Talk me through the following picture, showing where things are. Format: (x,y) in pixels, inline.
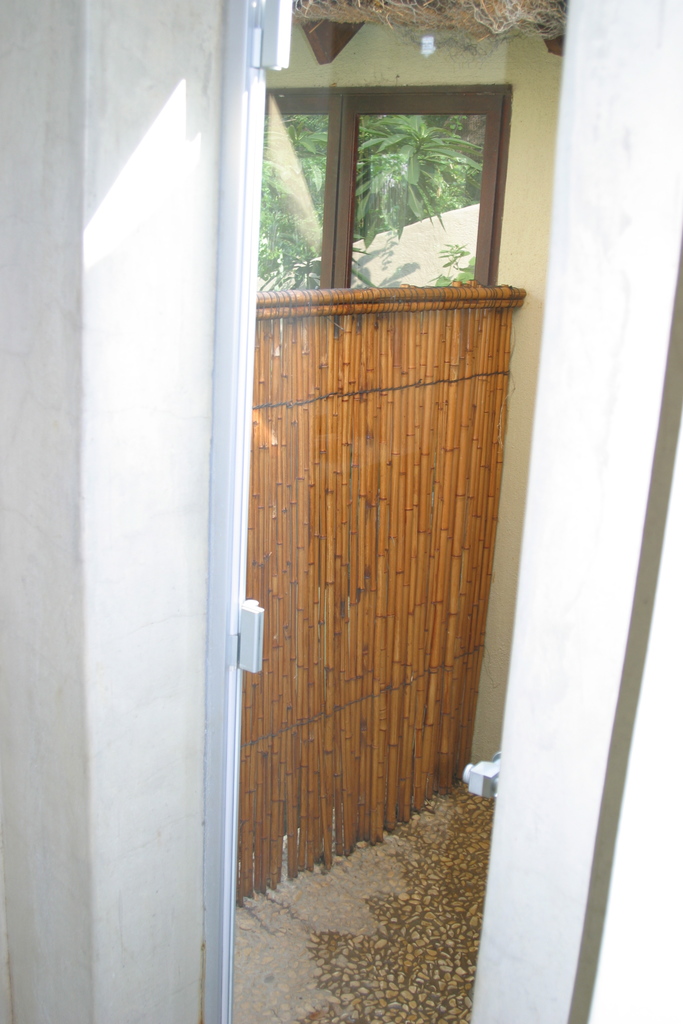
In this picture we can see few glasses (394,194) and a wooden door (318,445), in the background (394,194) we can see few trees (314,184).
